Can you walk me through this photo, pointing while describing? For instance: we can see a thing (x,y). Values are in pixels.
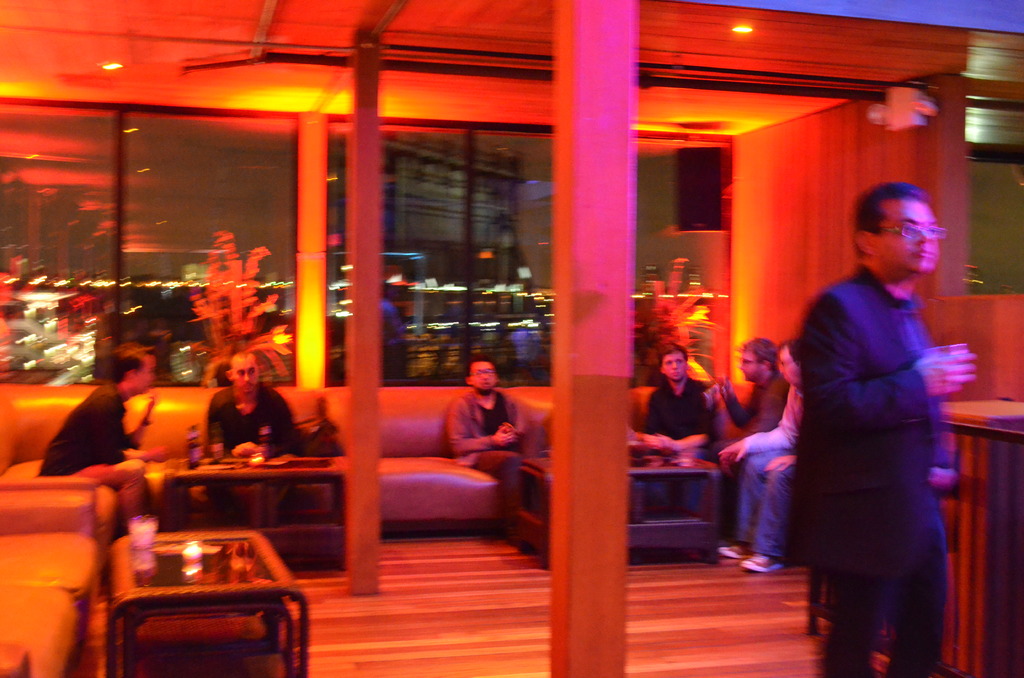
In this image i can see few people (256,408) sitting on couches (522,388) and a person (849,452) standing in the right corner of the image (853,443). In the background (476,231) i can see pillars (367,284) and a window (458,226).
